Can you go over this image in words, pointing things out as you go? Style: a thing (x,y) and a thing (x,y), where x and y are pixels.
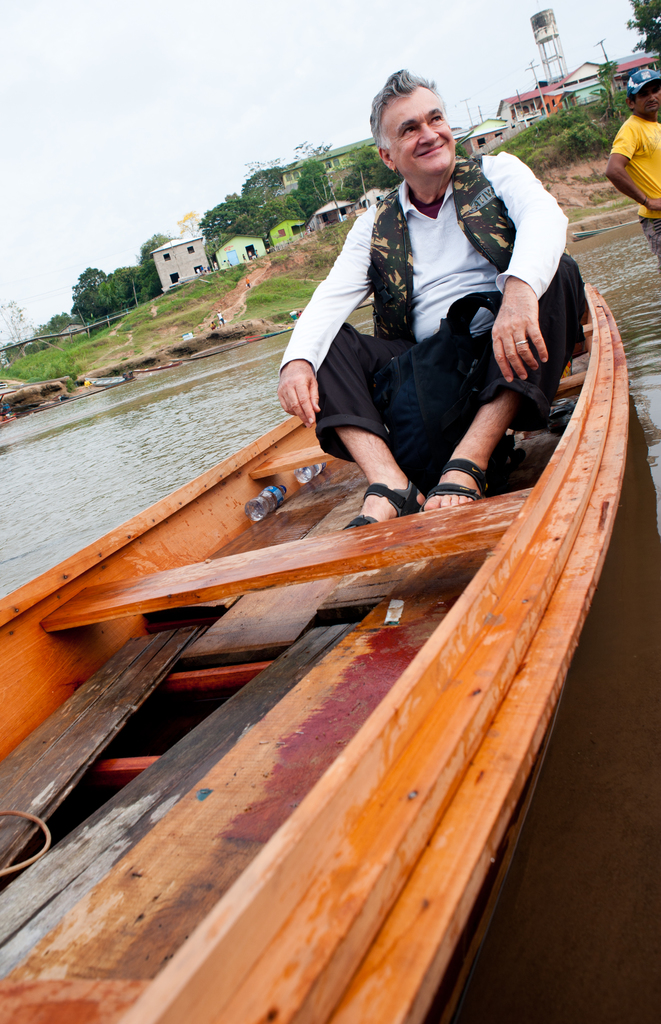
In the picture we can see a boat (454,847) on it we can see a man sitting and smiling, in the background (129,440) we can see water (54,462), grass surface (203,320) and some houses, poles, trees (239,206) and sky (233,129).
